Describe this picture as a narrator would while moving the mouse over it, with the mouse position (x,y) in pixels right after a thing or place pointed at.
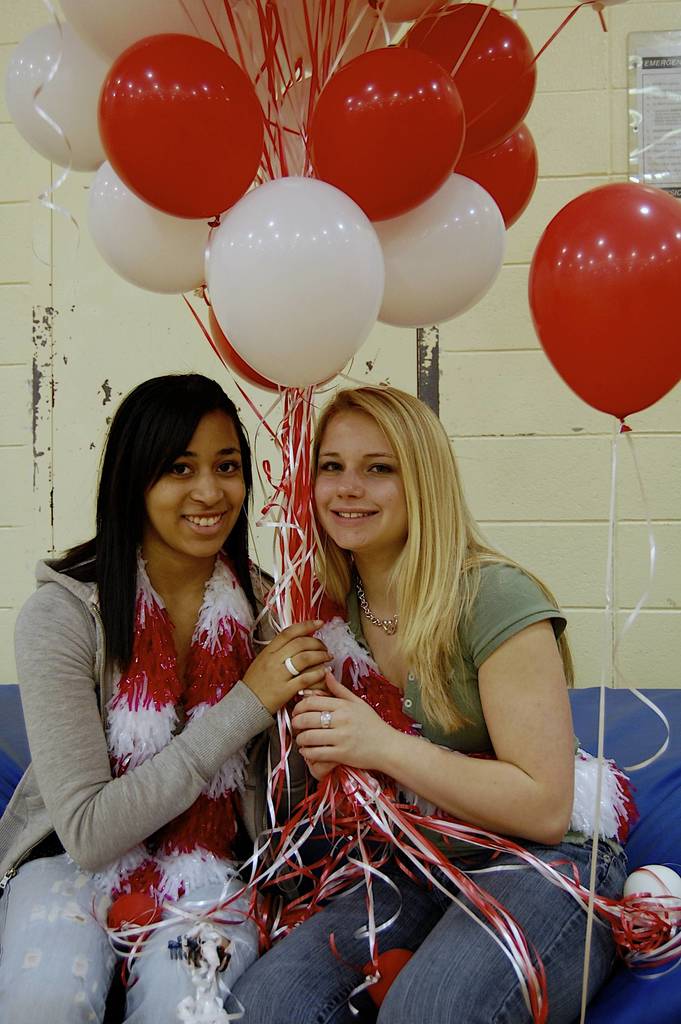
In the picture we can see two women (63,670) are sitting together and holding some white and red color threads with balloons (626,256) to it, the balloons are red and white in color and behind it we can see a wall (501,344) which is cream in color.
